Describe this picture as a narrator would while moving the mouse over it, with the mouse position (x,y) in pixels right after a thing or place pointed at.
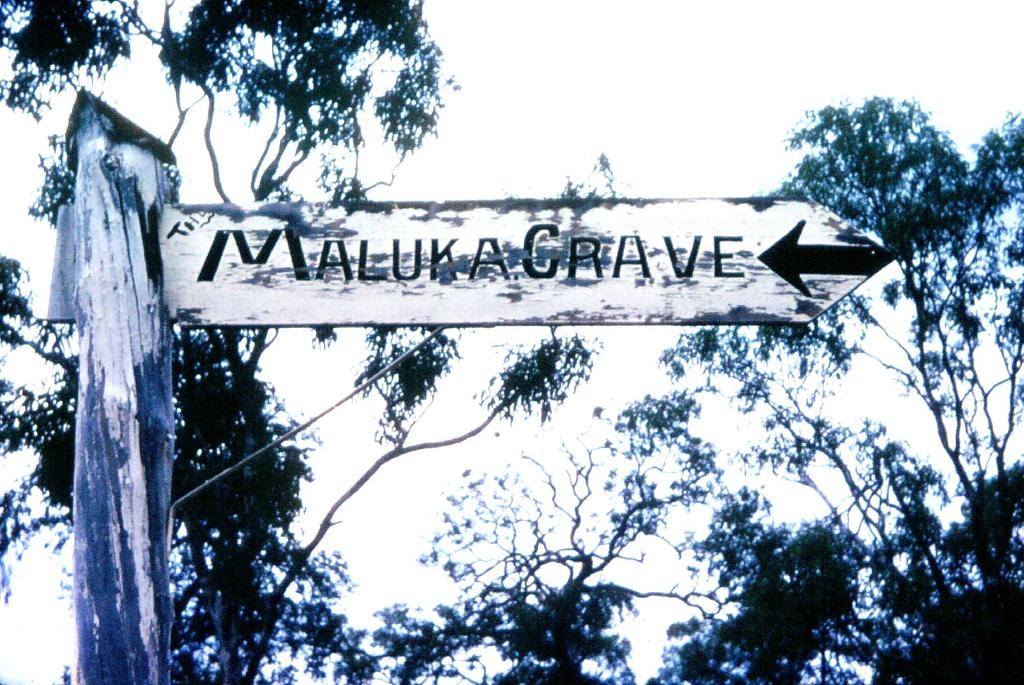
In the image in the center (371,238) we can see one pole (108,443) and one sign board (418,308). In the background (553,34) we can see the sky (720,54), clouds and trees (109,48).
